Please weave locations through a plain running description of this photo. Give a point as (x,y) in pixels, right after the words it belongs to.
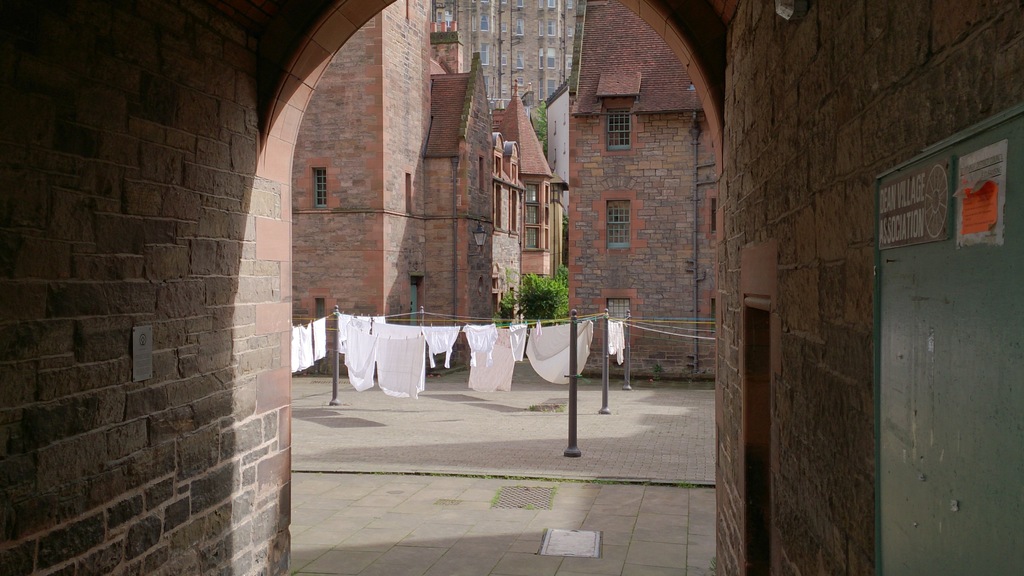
This picture shows few buildings (396,184) and trees (539,312) and we see clothes (396,376) on the ropes (650,328) and few poles (338,353) and we see a board (1005,489) to the wall (861,247).
